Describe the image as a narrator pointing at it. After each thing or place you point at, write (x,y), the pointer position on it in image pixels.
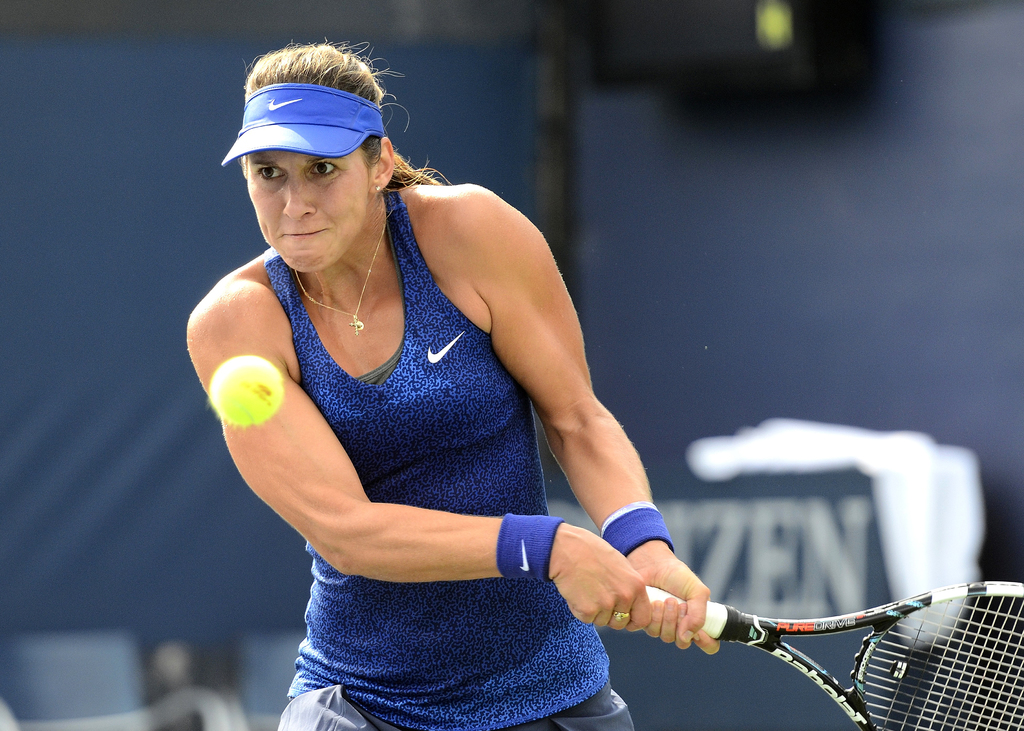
In this image I see a woman (706,651) who is wearing a blue top (422,450) and she is holding a bat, I can also see she is wearing a blue cap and I see a ball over here.
